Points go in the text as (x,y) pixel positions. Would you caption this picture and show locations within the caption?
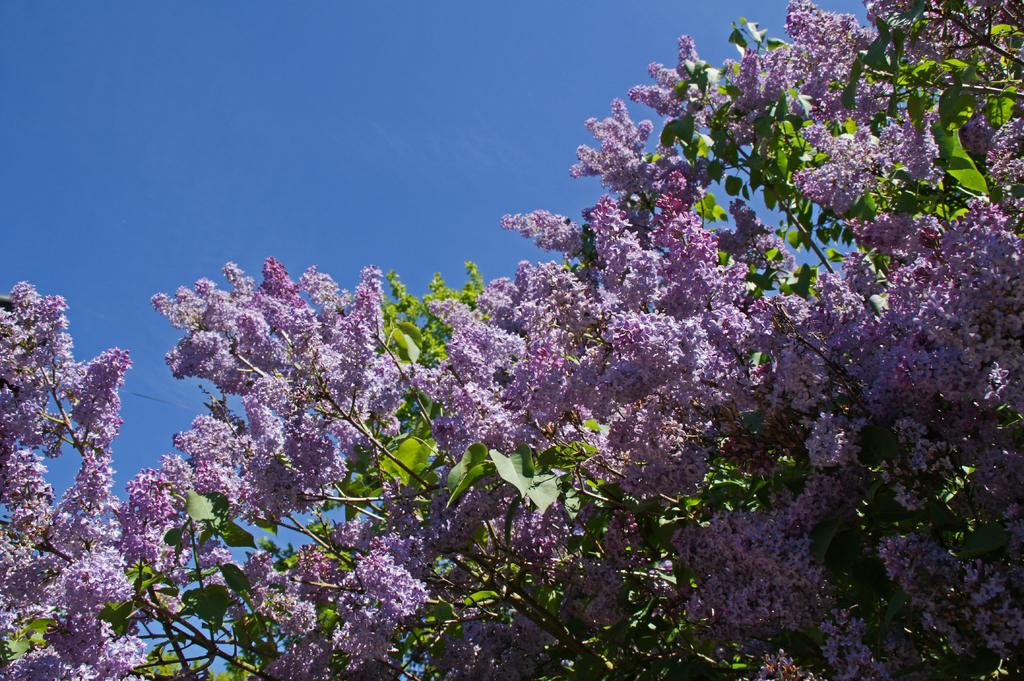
In the picture I can see the flowering trees (615,297) and green leaves (565,452). There are no clouds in the sky (431,211).
